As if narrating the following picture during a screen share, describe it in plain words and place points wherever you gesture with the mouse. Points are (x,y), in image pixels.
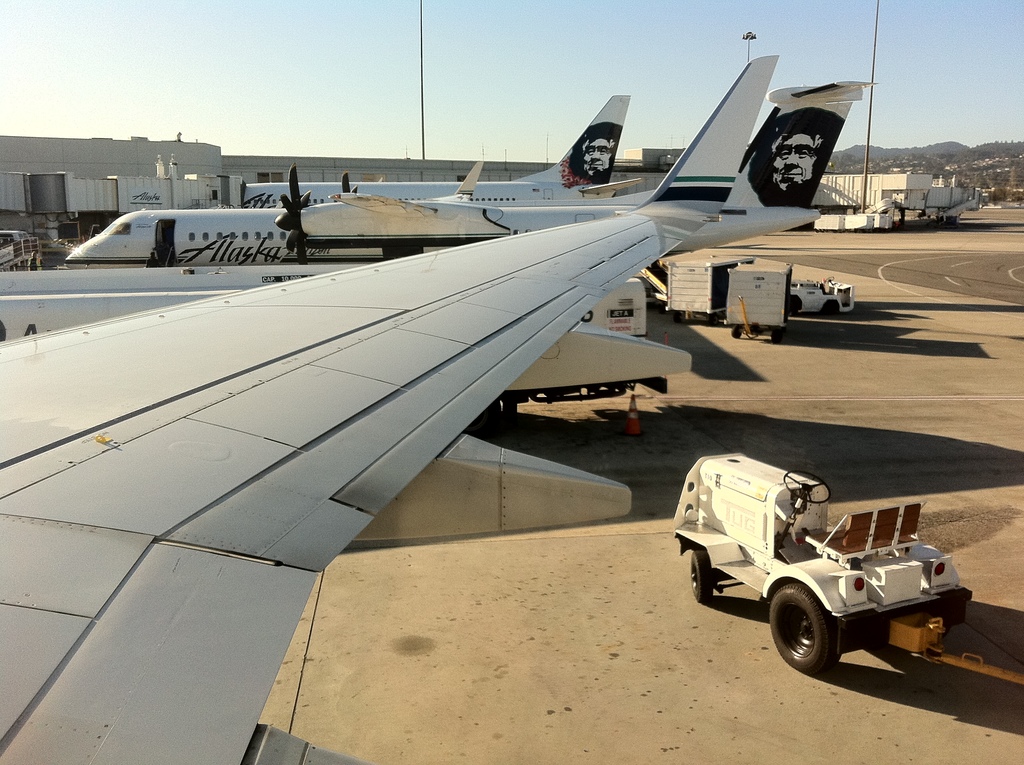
In this image there are many aeroplanes (359,417) in the runway (916,679), beside them there is a luggage vehicle (734,586), also there are so many mountains (997,181) at their back.
